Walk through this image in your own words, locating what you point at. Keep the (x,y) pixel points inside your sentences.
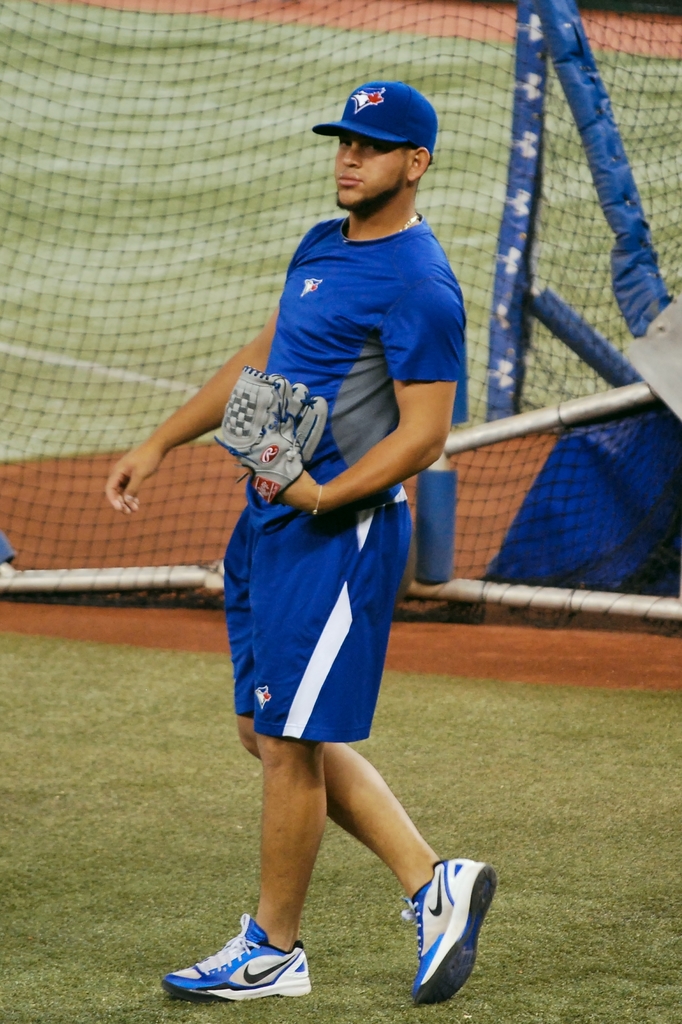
Here in this picture we can see a person (352,348) walking on the ground (342,854), which is fully covered with grass (577,705) and he is holding gloves (288,403) and wearing cap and behind him we can see a net (285,223) present.
